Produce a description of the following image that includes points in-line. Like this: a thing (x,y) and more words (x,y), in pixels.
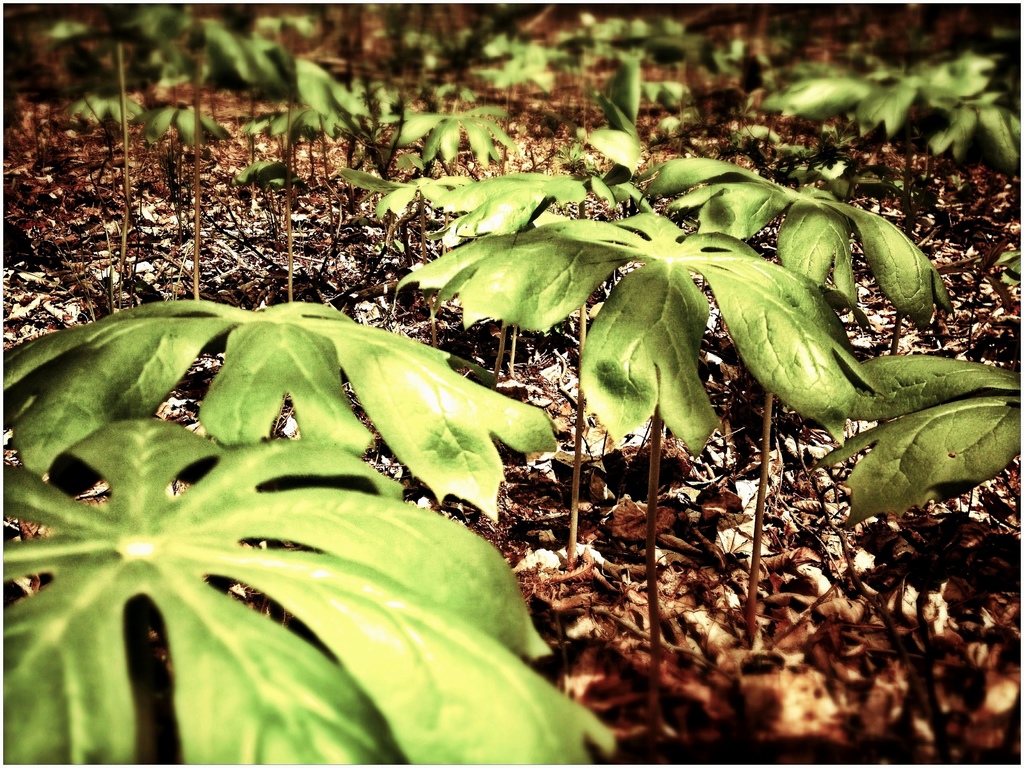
In this image, we can see some plants (485,453). There are dry leaves (592,439) on the ground (547,387).
